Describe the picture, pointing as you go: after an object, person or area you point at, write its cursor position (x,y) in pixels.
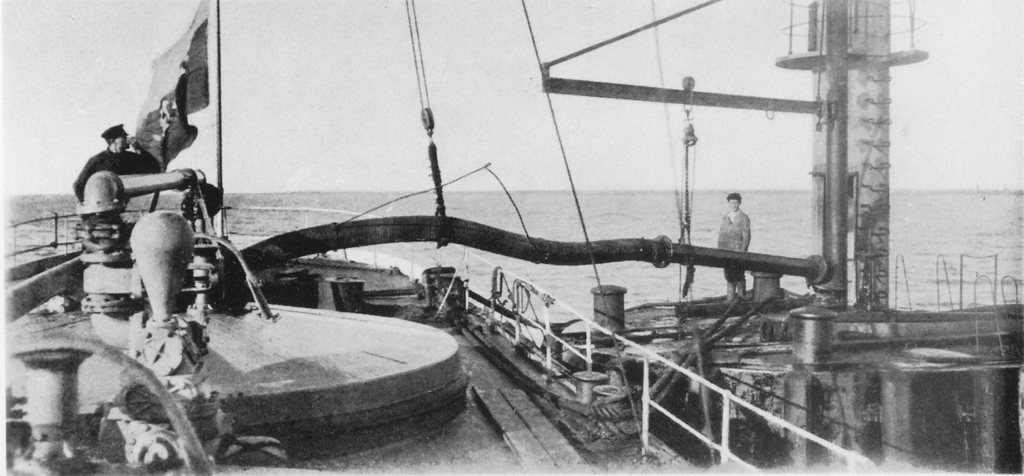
This is a black and white image, in this image at the bottom (118,380) there is one ship (327,308) and in that ship (171,318) there are some machines (172,335), ropes (632,417) and some objects (423,329). And also there is one person (121,167) beside him there is one pole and flag (157,139), on the right side (702,343) there are some wooden sticks (712,354), one person (735,280), ropes (533,41) and some other objects (984,399). In the background (971,214) there is a sea (614,206).
